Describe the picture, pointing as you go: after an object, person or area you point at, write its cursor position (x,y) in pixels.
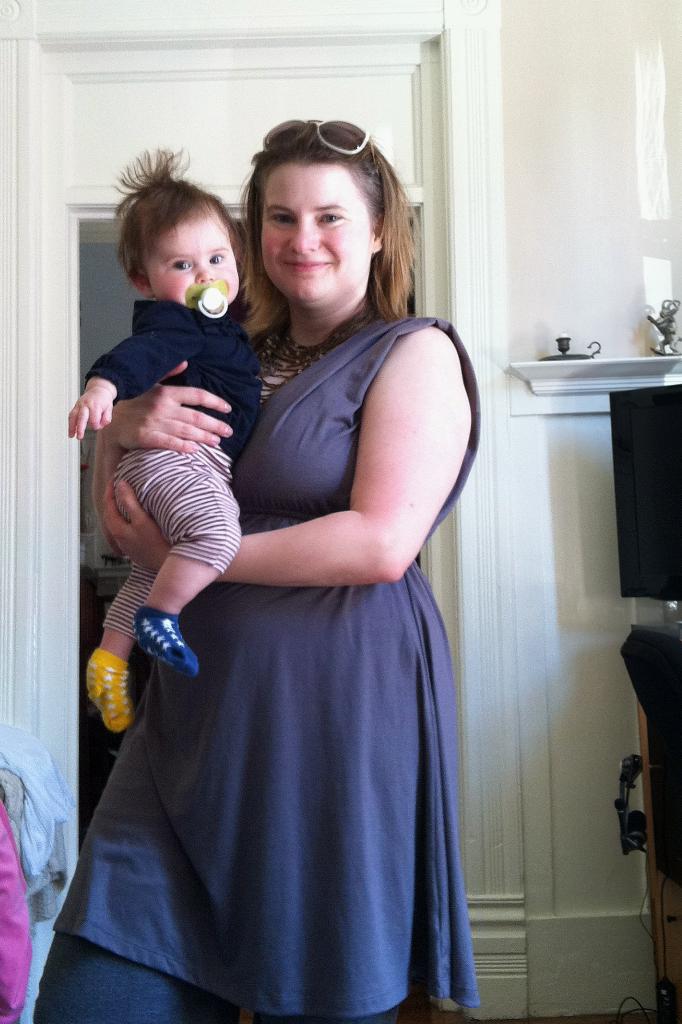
In this image in the center (298,433) there is one woman (298,469) who is standing and smiling, and she is holding one baby (158,455) and in the background (453,87) there is a wall (573,711). On the right side (623,648) there is a television (646,519) and a table (651,807), and in the background (114,140) there is a wall (627,868). On the left side (27,818) there are some clothes (24,790).
